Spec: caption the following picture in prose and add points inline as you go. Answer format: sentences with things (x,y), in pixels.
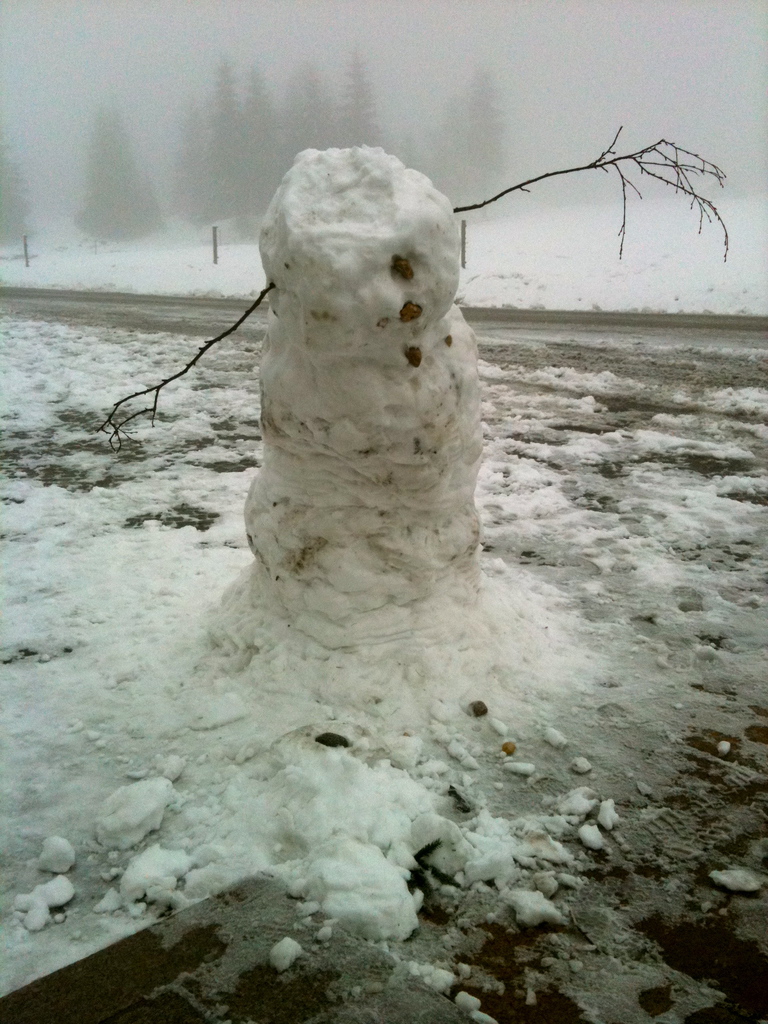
In the middle of the image (378,492) we can see a snowman (360,378), in the background (637,386) we can find few trees (128,160) and snow (632,281).
